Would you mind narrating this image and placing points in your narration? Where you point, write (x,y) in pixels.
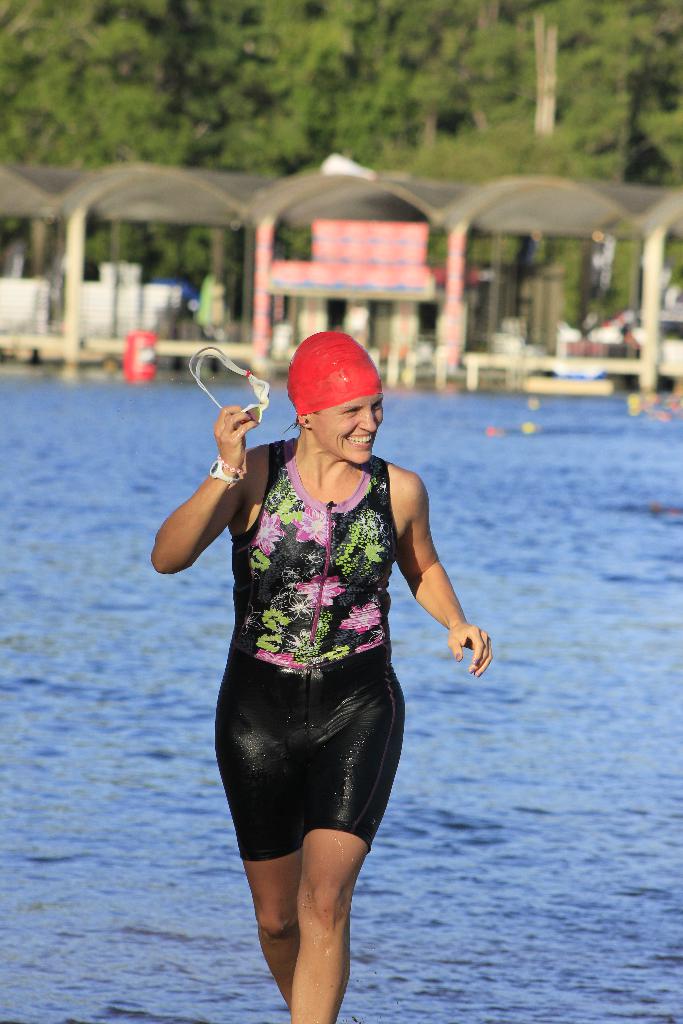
In this image we can see woman (348,797) is wearing swimming dress (348,609) with red cap (348,373) and holding glasses (260,403) in her hand (235,419). Behind her water (553,557), shelters (469,223) and trees (199,96) are there.
